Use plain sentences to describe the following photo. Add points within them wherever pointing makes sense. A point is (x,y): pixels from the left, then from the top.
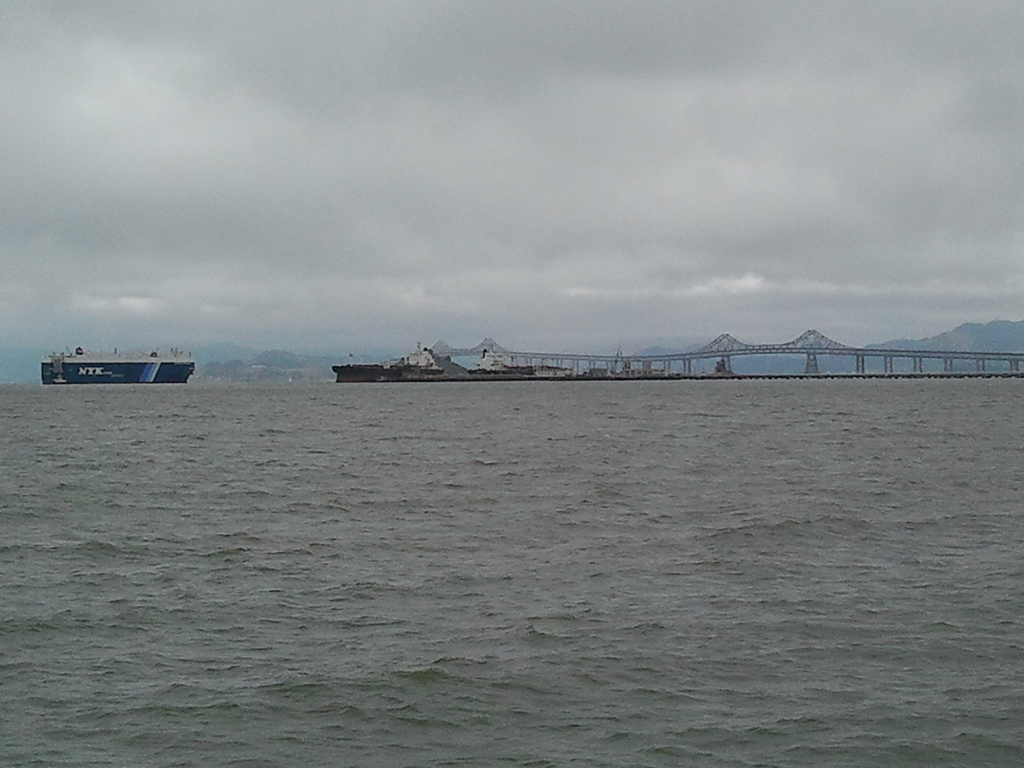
In this picture we can see water (492,636) at the bottom (451,642), we can see a ship (150,373) in the water (199,382), in the background (712,354) there is a bridge (698,355), we can see the sky (488,121) at the top of the picture (499,124).
